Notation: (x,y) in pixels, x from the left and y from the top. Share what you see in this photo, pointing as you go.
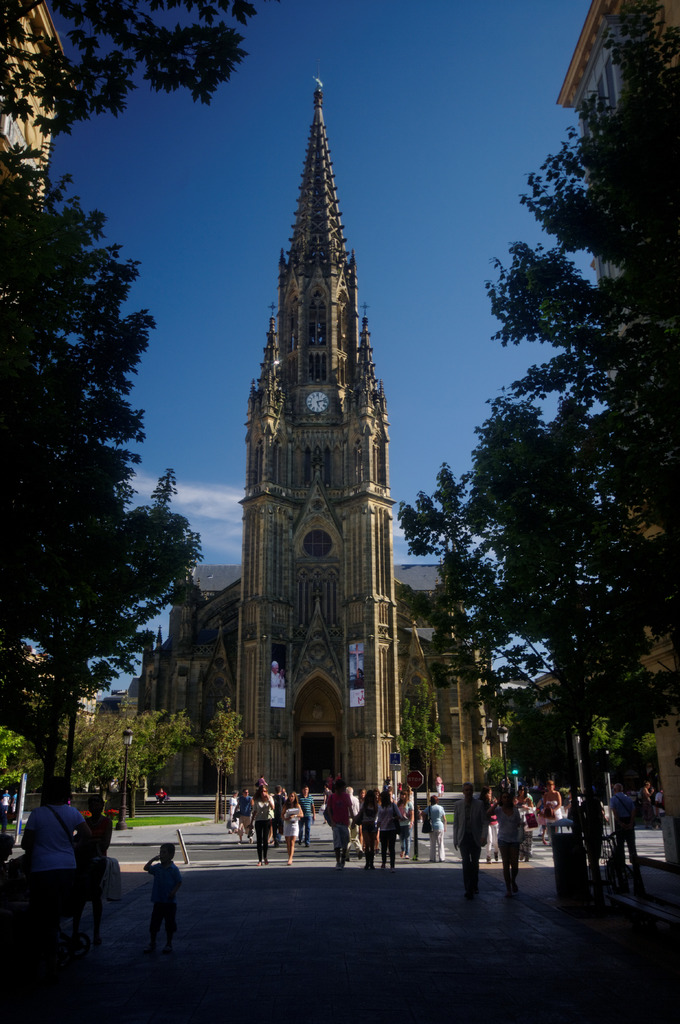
There are many people (381,809) walking. In the back (330,648) there is a building (322,638). On the sides there are trees (637,582). In the background (202,235) there is sky (377,263). On the building (326,368) there is a clock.
